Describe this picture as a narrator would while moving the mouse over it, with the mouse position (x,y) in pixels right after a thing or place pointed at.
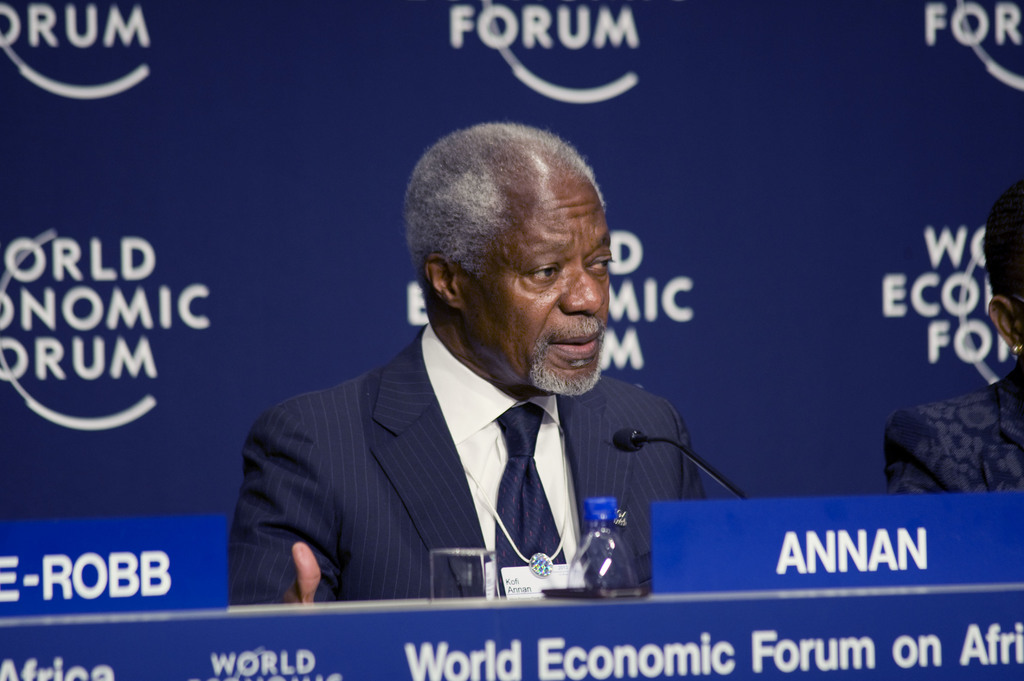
In this image we can see a person (484,353), in front of him we can see a podium (543,608), on the podium (561,613), there is a mic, Bottle (607,520) and a name board (125,545), in the background (746,37) we can see a poster (743,443) with some text (921,303).
